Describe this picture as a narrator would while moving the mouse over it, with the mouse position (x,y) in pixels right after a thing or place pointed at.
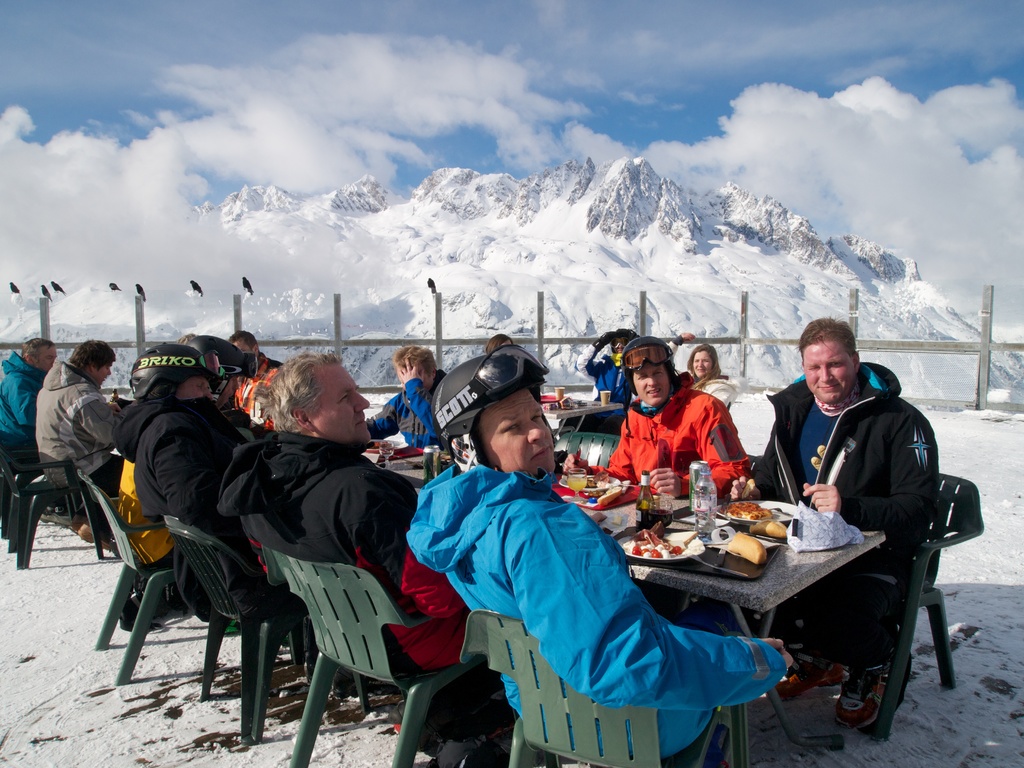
In this picture we can see group of people (857,501) sitting on chairs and in front of them there is table (744,533) and on table (677,502) we can see bottle (705,492), plate (662,528), glass (572,485) with drink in it and some food items (602,484) and in background (365,393) we can see fence (883,351), birds (244,283), mountains (527,245), sky (550,115) with clouds (842,142).
